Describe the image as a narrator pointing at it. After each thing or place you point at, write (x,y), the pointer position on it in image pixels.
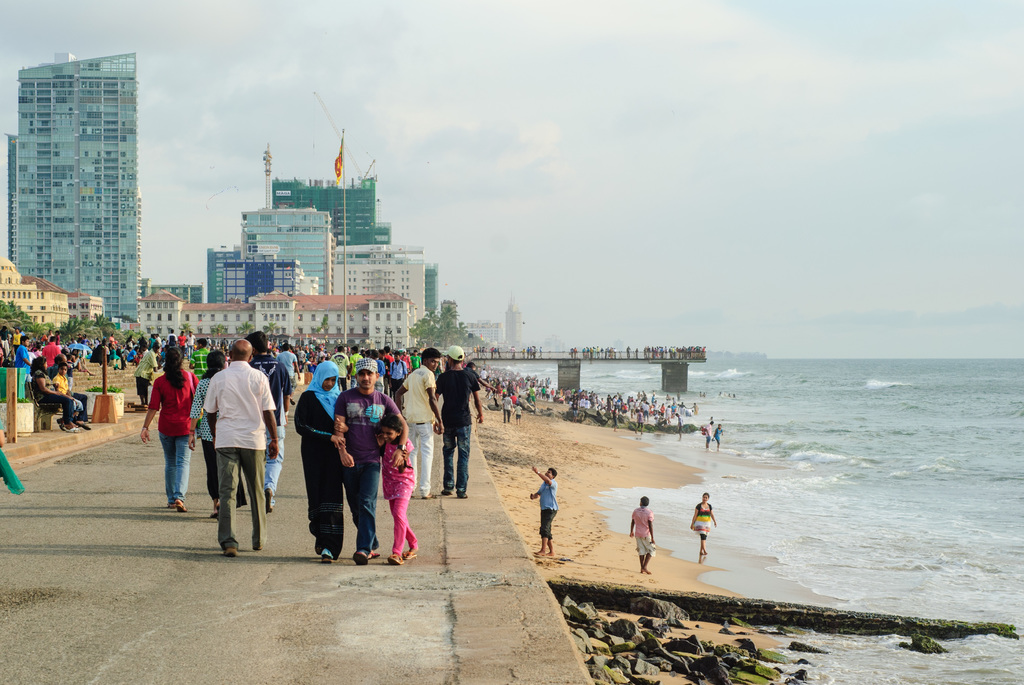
In this picture I can see there is a ocean (838,458) on to right side (817,414) and there are few people (649,526) standing here on the sand (584,515). There are few other people (316,465) walking on the walk way (387,523) and in the backdrop (349,134) there is a flag pole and there are buildings (78,162) with glass windows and the sky (393,127) is cloudy.
